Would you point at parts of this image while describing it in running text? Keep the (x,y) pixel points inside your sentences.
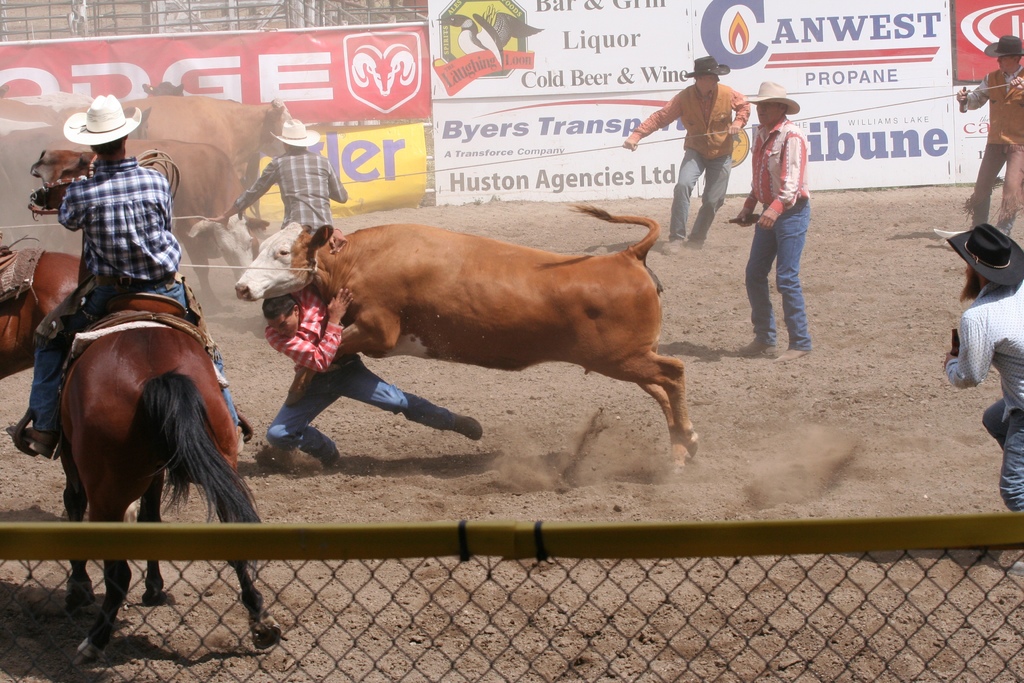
In this picture there are some men (796,176) standing. And there is a bull (423,324) attacking a person (308,335). And on the horse (114,351) there is a man (134,205). And in the background (423,87) there are some posters (592,48). And in front (613,648) there is a net (537,563).
